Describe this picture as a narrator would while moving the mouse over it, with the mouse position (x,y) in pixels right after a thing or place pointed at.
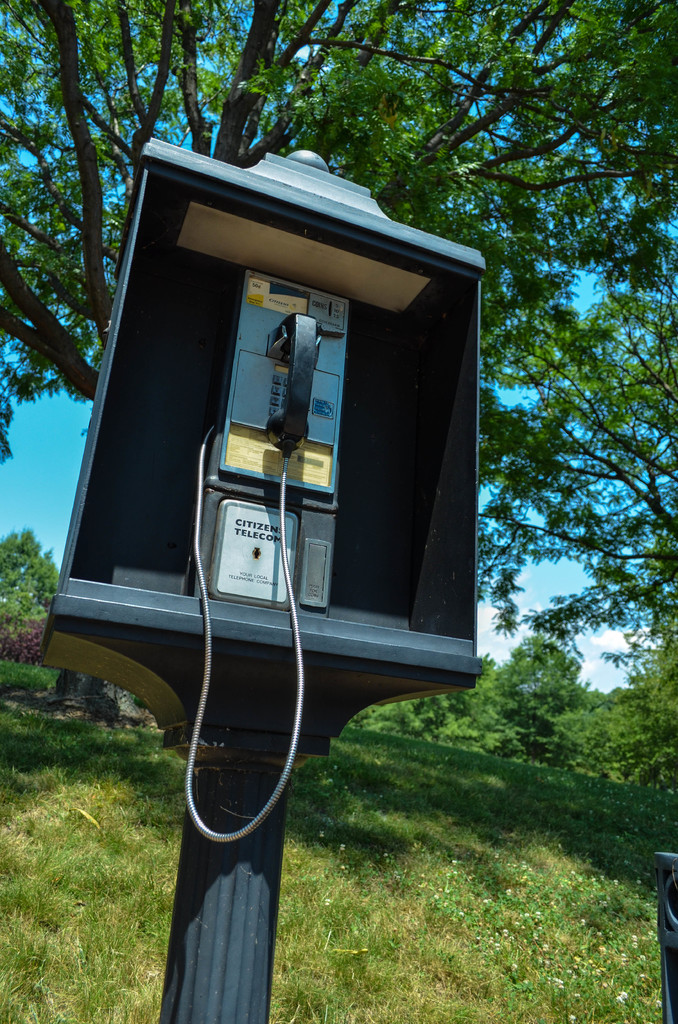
In this picture I can see a telephone booth (328,742) with a pole (218,752), there are trees (362,0), and in the background (543,523) there is sky (37,507).
